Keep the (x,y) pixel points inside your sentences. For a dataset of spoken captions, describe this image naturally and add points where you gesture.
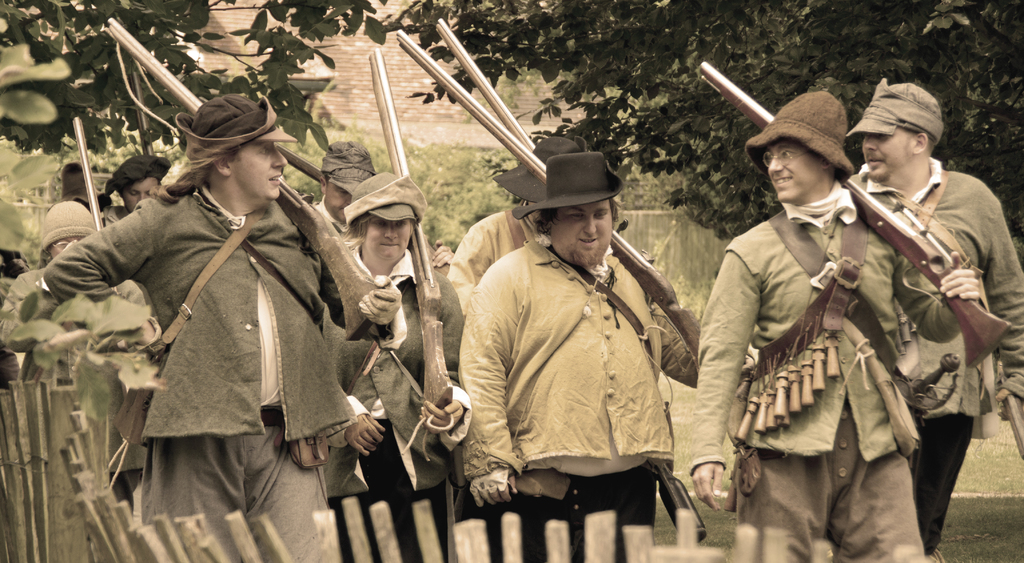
These people (63,275) are holding guns (402,172). Land (994,478) is covered with grass (989,485). Background (452,181) there are plants (415,172) and trees (531,20).
